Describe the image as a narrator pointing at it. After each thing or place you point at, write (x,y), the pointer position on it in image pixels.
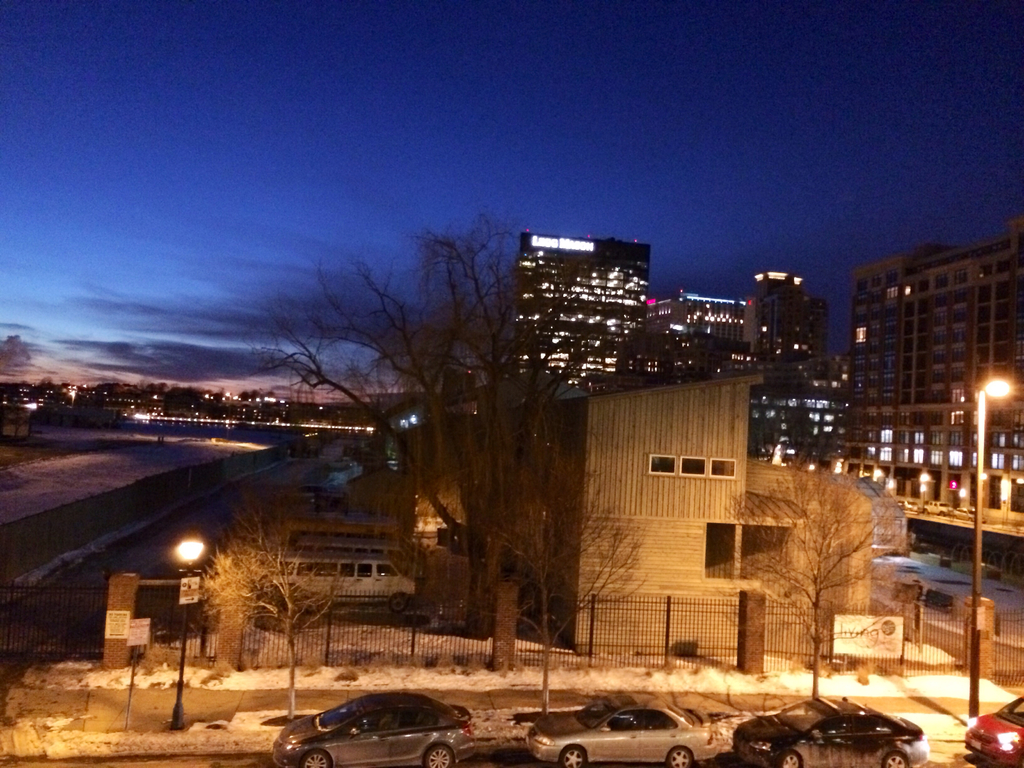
In this image in front (804,728) there are cars (1001,732) on the road (482,756). Behind the cars (795,712) there is a metal fence (563,650). There are trees (498,546). There are street lights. In the center of the image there are vehicles (354,583). In the background of the image (786,373) there are buildings (624,346) and sky (290,223).
